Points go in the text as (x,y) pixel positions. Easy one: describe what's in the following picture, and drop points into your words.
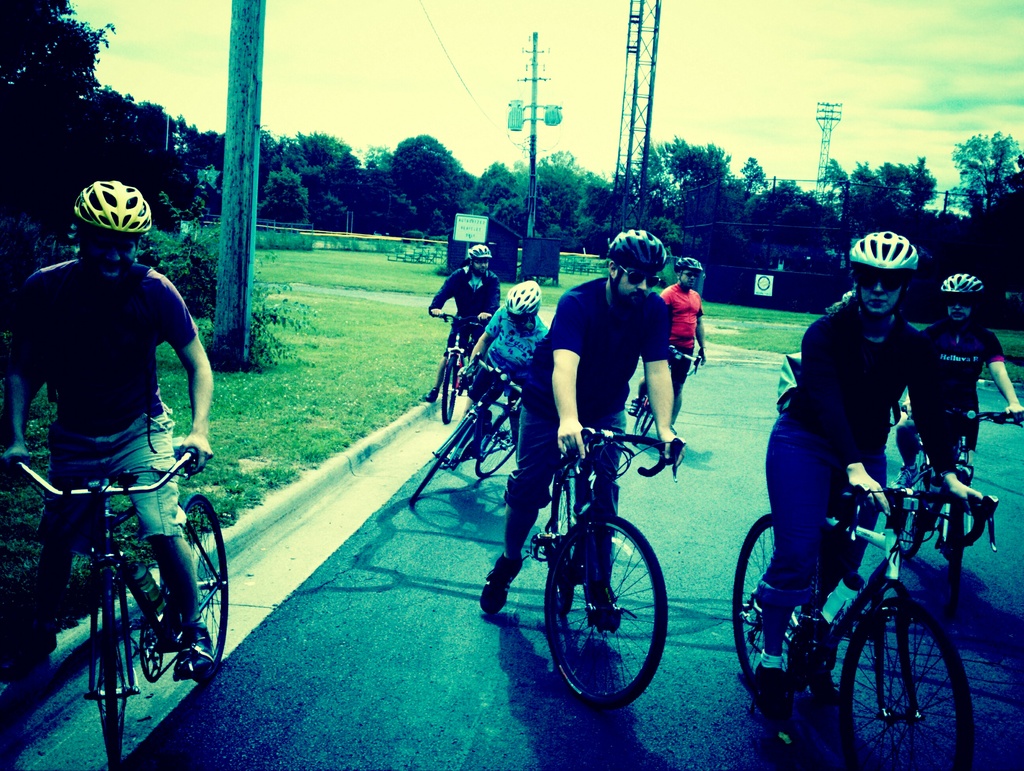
In this image we can see people (651,379) riding bicycles (791,631). On the left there is a pole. In the background (581,180) there are towers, trees (587,196) and sky (482,78).
